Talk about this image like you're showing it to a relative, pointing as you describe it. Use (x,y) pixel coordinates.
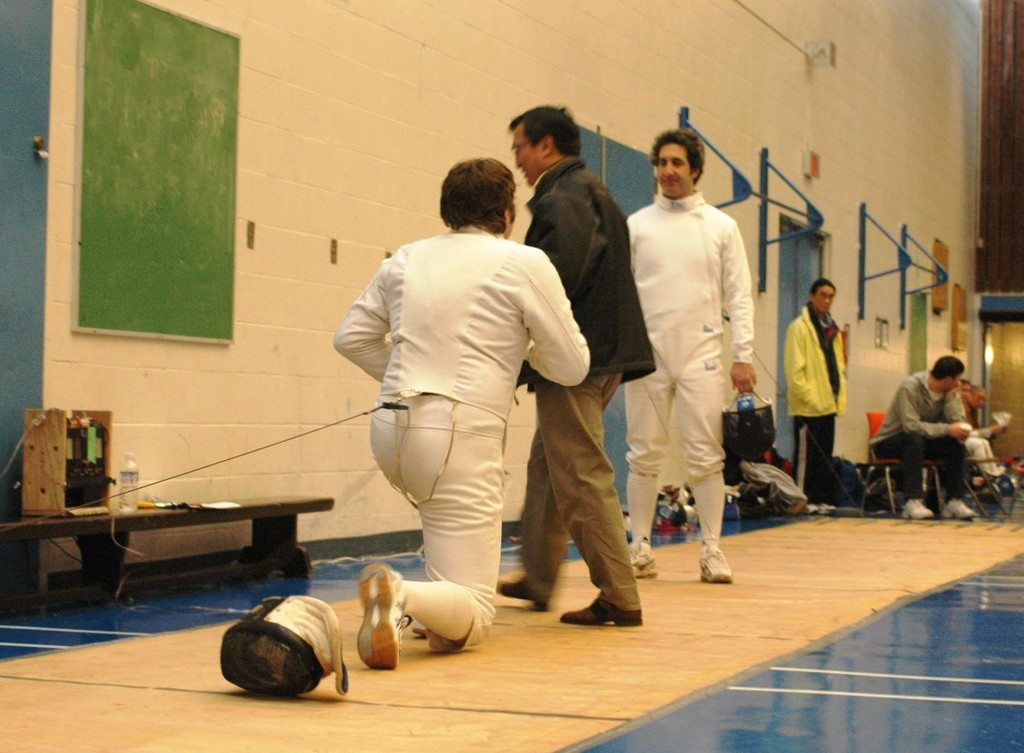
In the foreground of this image (398,485), there is a man (392,582) kneel downing on the floor (412,561) and it seems like he is pulling an object (370,410) behind him. We can also see in the background (129,483), there are persons (652,496) few are standing and few are sitting and there are chairs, bags (784,495), a bench (228,513) on which a bottle (121,504) and an object (66,483) is placed and there are boards (924,348) to the wall (900,330).
